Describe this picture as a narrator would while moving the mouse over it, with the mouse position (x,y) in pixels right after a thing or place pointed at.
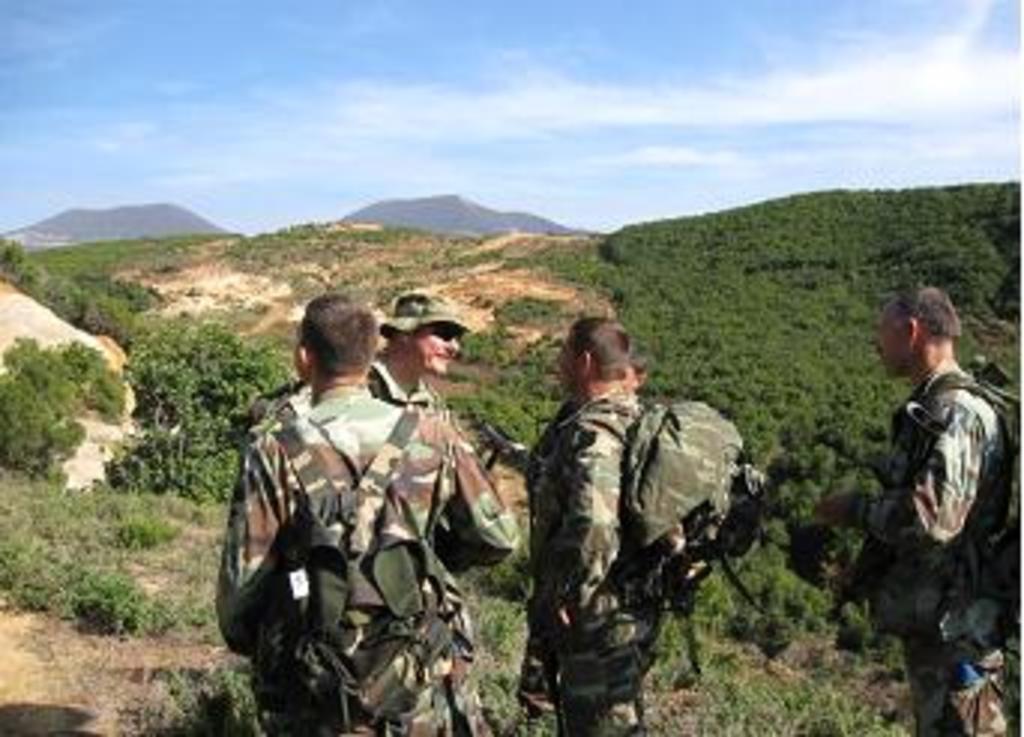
In this image we can see a few people (545,517) in the uniform (577,515) wearing bags (629,510) in which one of them is wearing a hat (432,305) and goggles (453,330), there we can see few trees (696,289), mountains (162,228) and a few clouds (605,174) in the sky (712,170).
